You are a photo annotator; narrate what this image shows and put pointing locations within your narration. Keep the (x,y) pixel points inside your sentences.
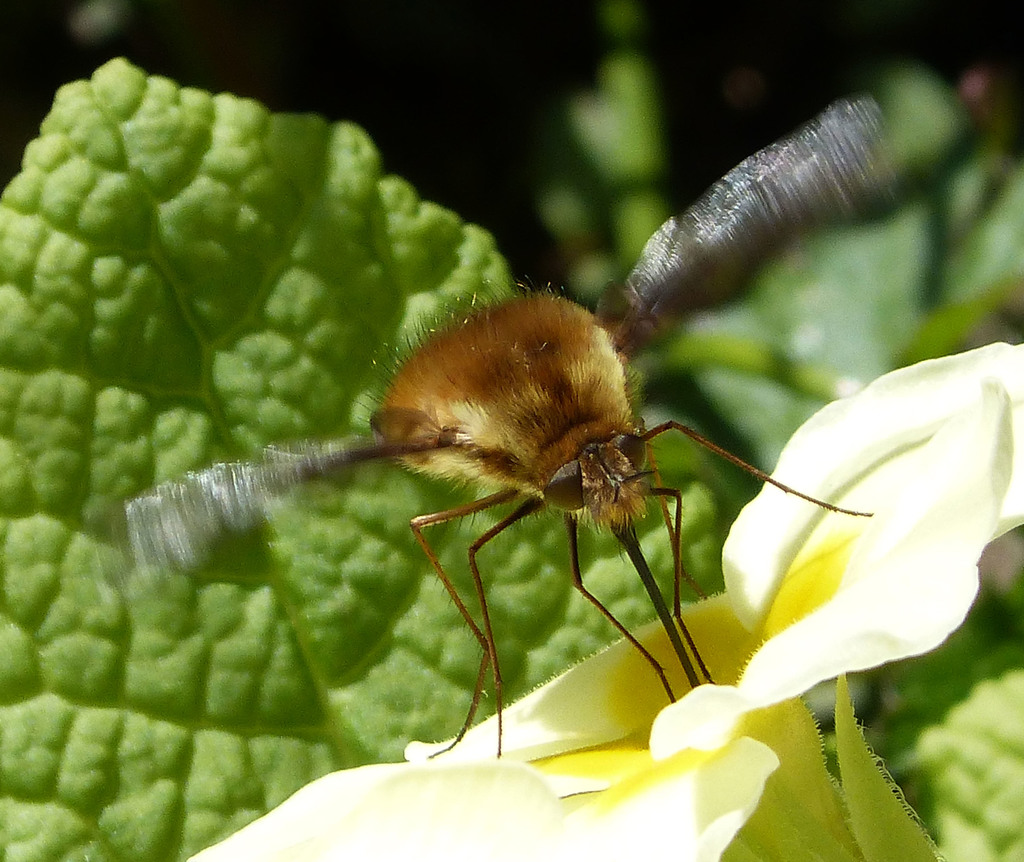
In this picture there is an insect (553,448) on the yellow color flower (876,422) and there are flowers (720,708) on the plant (533,588). At the back (451,71) the image is blurry.
